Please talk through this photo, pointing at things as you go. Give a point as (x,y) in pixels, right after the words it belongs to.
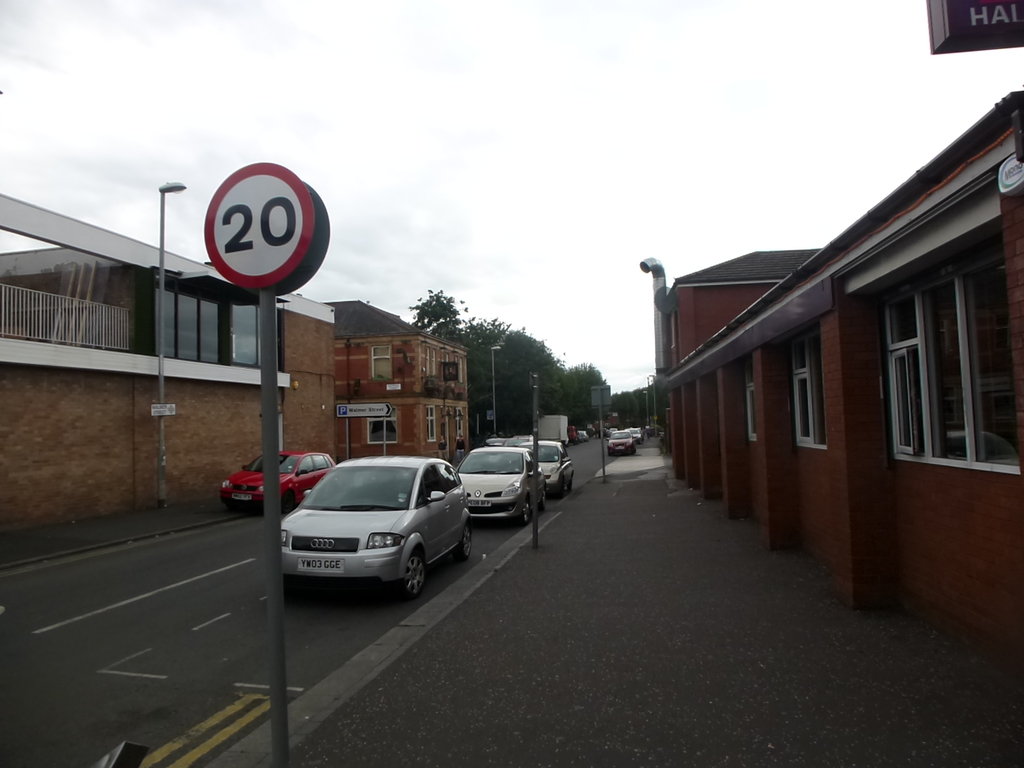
At the center of the image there is a road (447,586). On the road (478,560) there are some vehicles (473,494). On the left (139,338) and right side of the image (857,376) there are some buildings (743,365) and trees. In the background (627,174) there is a sky (748,125).
